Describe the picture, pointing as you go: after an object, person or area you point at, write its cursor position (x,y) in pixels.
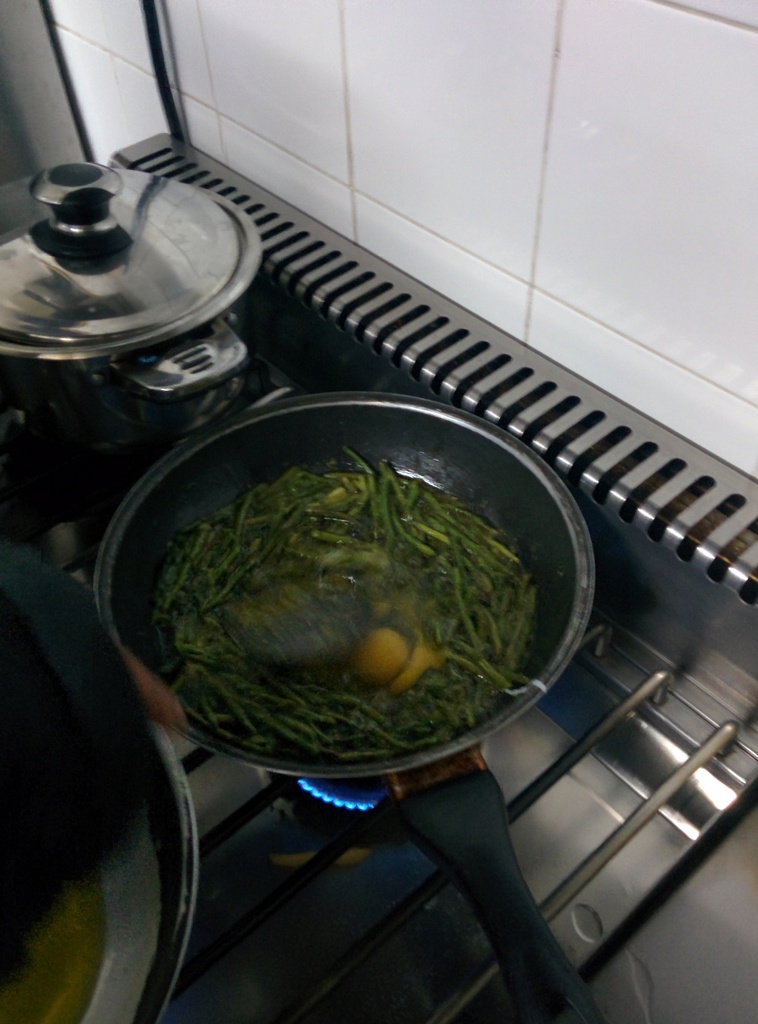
This picture is taken inside the kitchen (672,594). In this image, we can see some metal grills (545,851) with fire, on that metal grill (338,829), we can see a pan (404,632) with some food (455,653). On the left side of the metal grill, we can also see a pan (137,858). In the background (226,385), we can see a bowl (148,295) which is closed. On the right of the image (624,77), we can see a white color tiles (459,261).
